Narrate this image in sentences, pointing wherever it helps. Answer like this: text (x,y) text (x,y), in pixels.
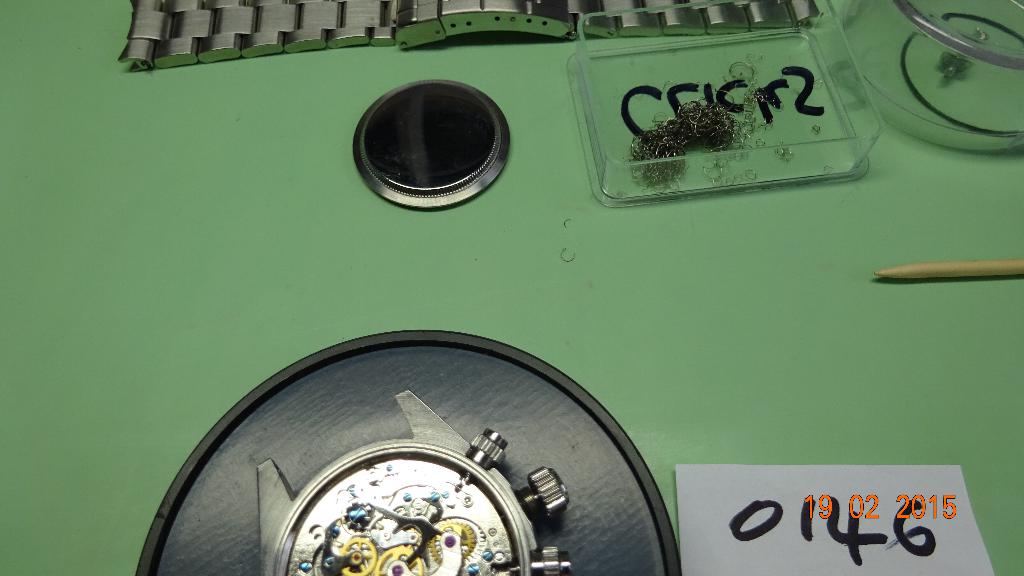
In this picture we can see a wrist watch (656,20), a paper note (792,503) and other objects (1000,65).
